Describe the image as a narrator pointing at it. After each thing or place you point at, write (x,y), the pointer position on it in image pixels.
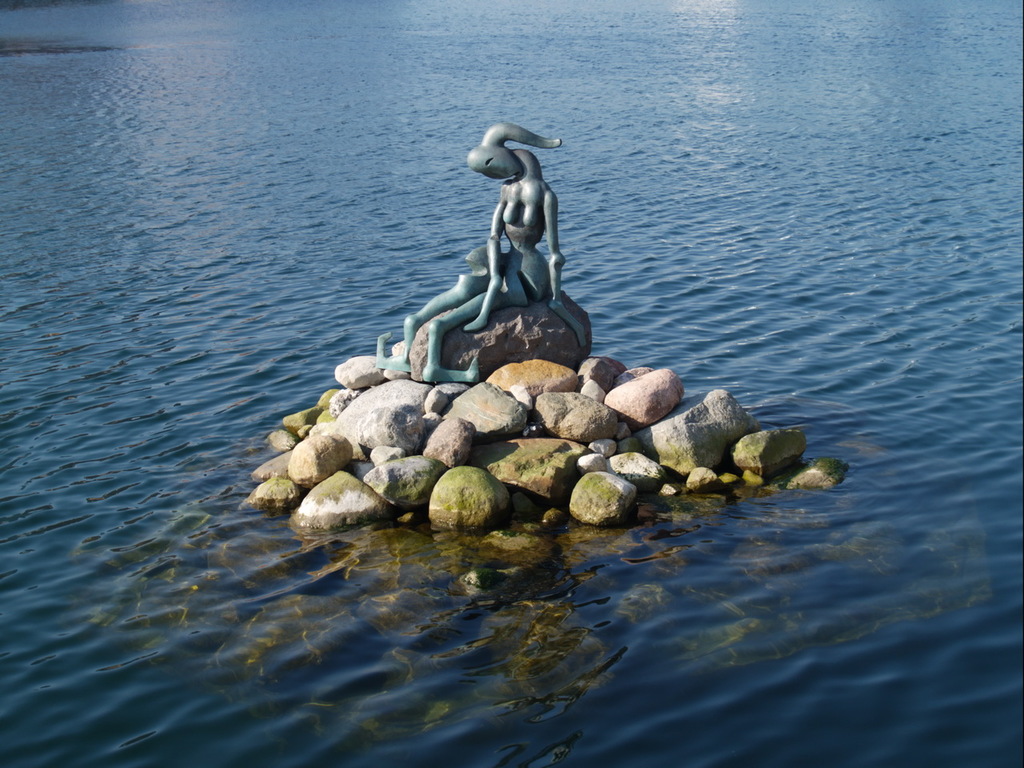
In the center of the image (463,286) there is a depiction of a person (496,291) on stones (518,368). In the background of the image (245,125) there is water (454,110).
